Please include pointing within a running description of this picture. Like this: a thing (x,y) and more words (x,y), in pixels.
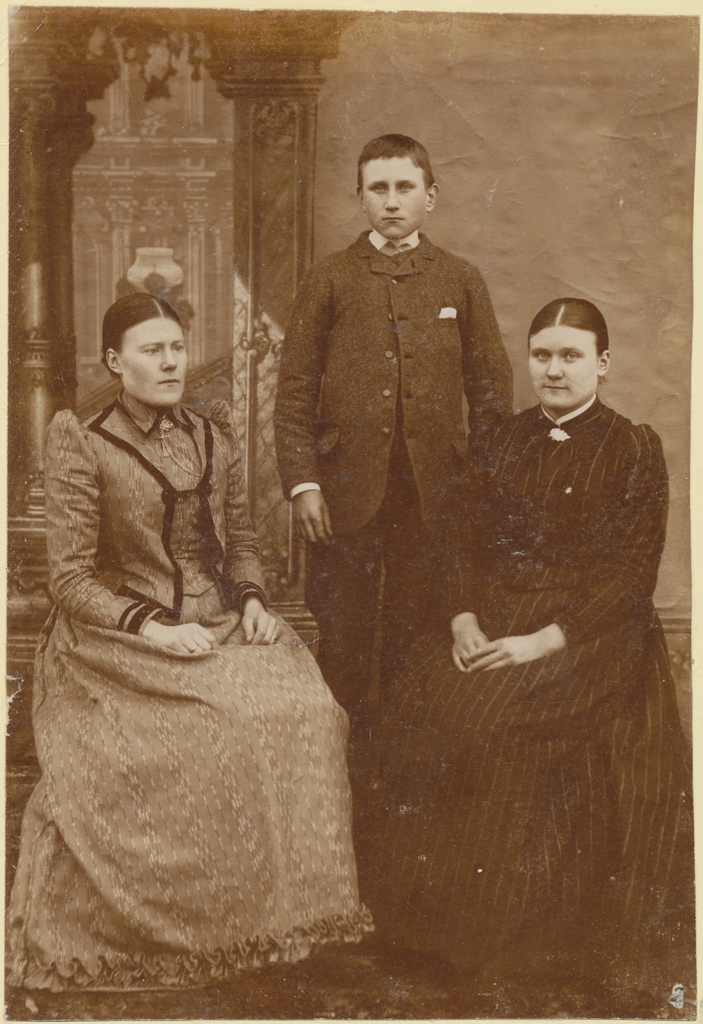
This picture is photo. On the left (153,618) and right side of the image (525,604) two ladies (212,491) are sitting. In the center of the image (359,458) a boy (369,400) is standing. In the background of the image (597,195) wall (614,182) is there. At the bottom of the image (447,968) floor (463,1011) is there.
